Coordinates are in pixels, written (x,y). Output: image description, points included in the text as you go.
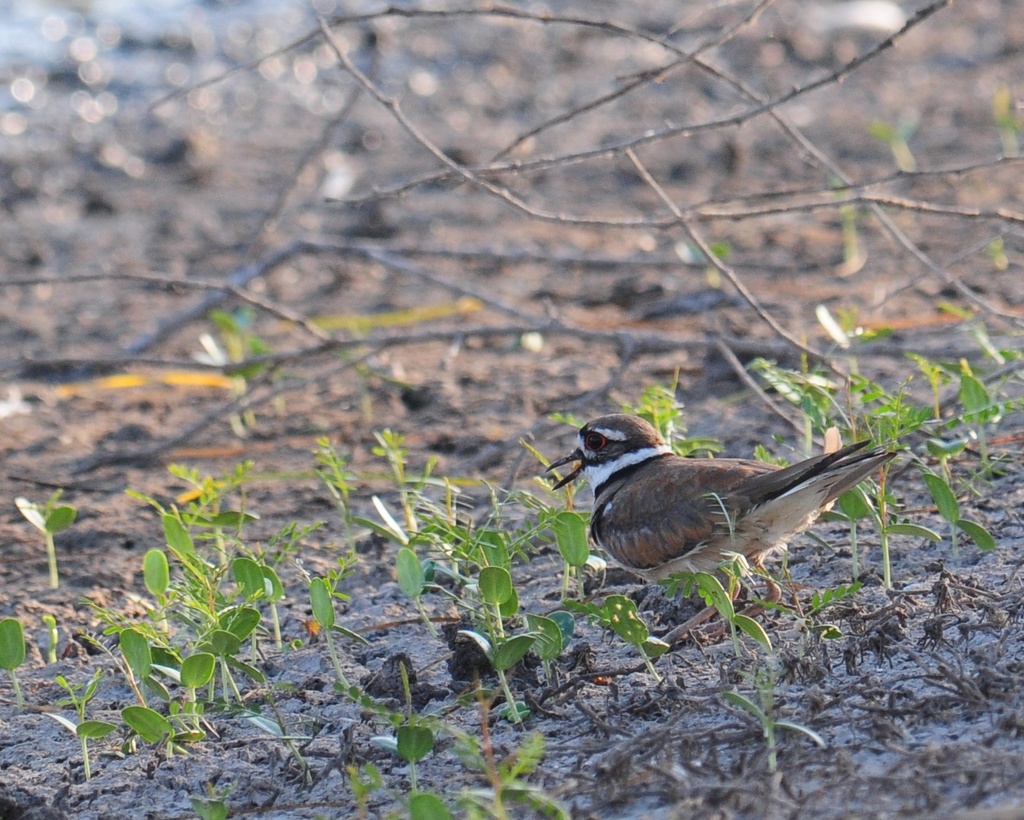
In the foreground of the picture (530,494) there are plants (504,608), land (595,578) and a bird (760,498). In the background (445,196) we can see twigs (262,361) and land (581,54). On the top (378,54) it is blurred.
